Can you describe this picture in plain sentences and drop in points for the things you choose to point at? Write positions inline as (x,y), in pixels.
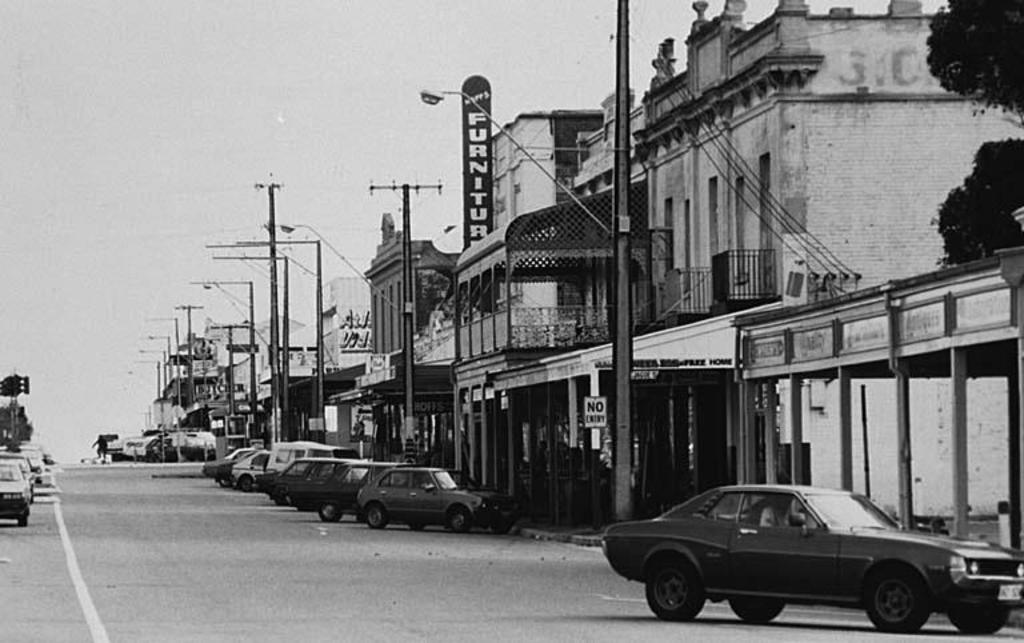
It is a black and white image. In this image we can see many buildings (332,365) and electrical poles (616,225) with lights (448,92). We can also see some vehicles (27,477) parked on the road (391,578). Sky (118,55) is also visible. Trees (964,57) are also present in this image.
